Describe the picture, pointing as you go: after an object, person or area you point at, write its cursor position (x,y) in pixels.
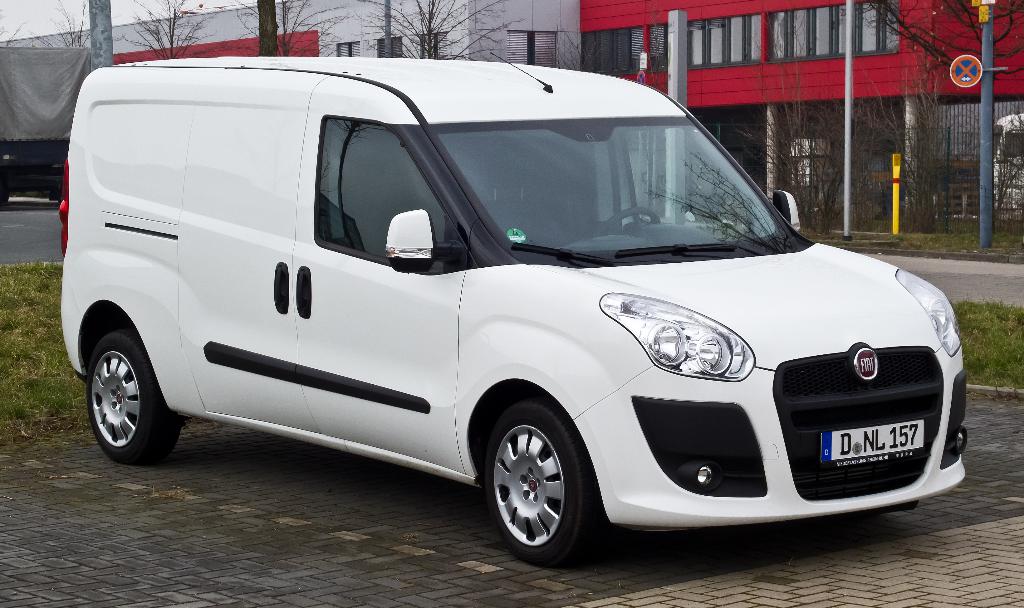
In this picture we see a vehicle (108,309) on the ground (222,461) and in the background (733,70) we can see a building (763,84), trees (815,109), poles (677,44).
